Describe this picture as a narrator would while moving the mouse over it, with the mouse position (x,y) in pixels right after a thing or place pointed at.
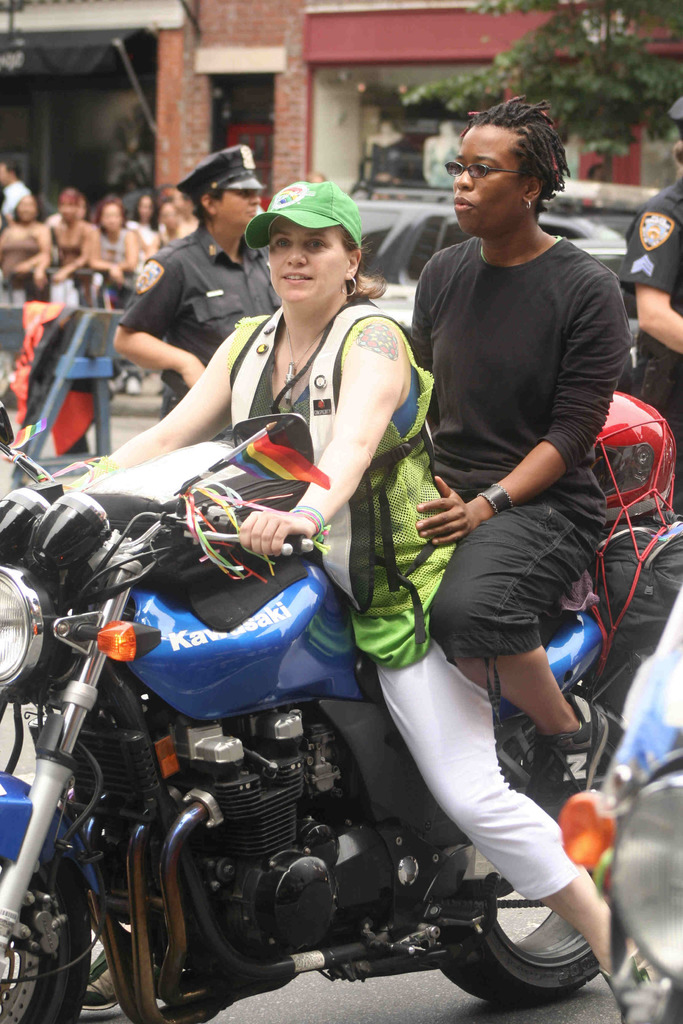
The picture is clicked on a road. In the foreground (228,447) a lady (302,395) is riding a bike (298,421) behind her a person (443,402) is sitting. She is wearing a green cap (312,208). There are few other persons (111,260) standing in the background (97,226). There is a building (74,62) in the background (34,117) and there is a tree (596,108).
